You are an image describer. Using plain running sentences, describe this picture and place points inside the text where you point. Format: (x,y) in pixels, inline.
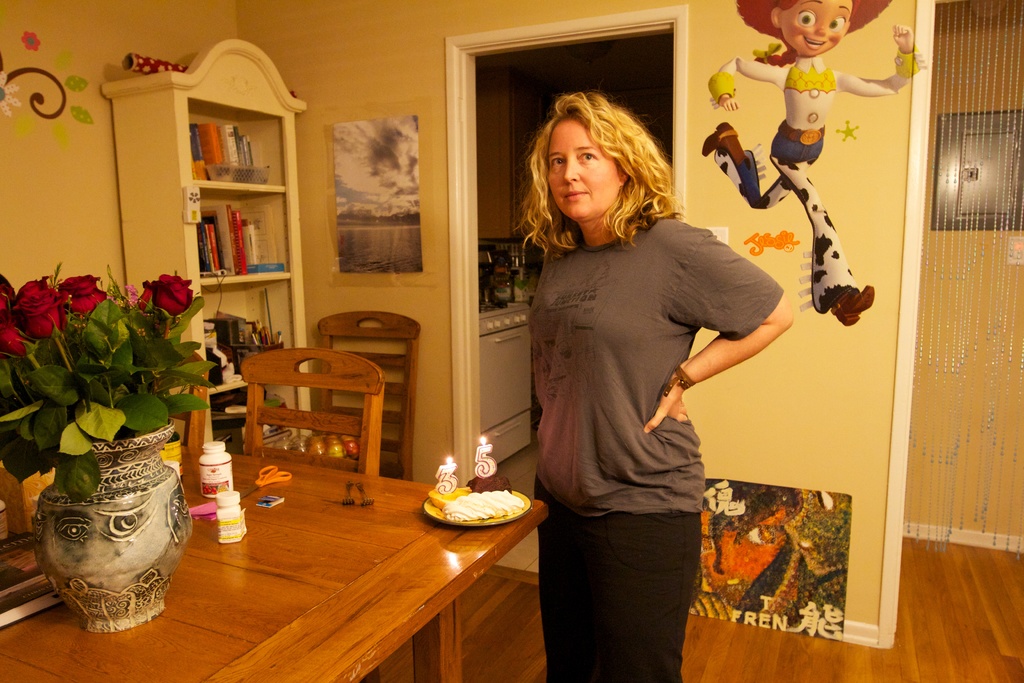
The women (626,319) wearing a grey shirt (615,356) is standing and there is a cake (485,488) in front of her which has written thirty five on it and there is also a flower vase (133,534) having roses (66,343) in it and there is also a bookshelf (251,185) on the left side (271,147) and the wall (335,81) is yellow in color with cartoons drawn on it.
